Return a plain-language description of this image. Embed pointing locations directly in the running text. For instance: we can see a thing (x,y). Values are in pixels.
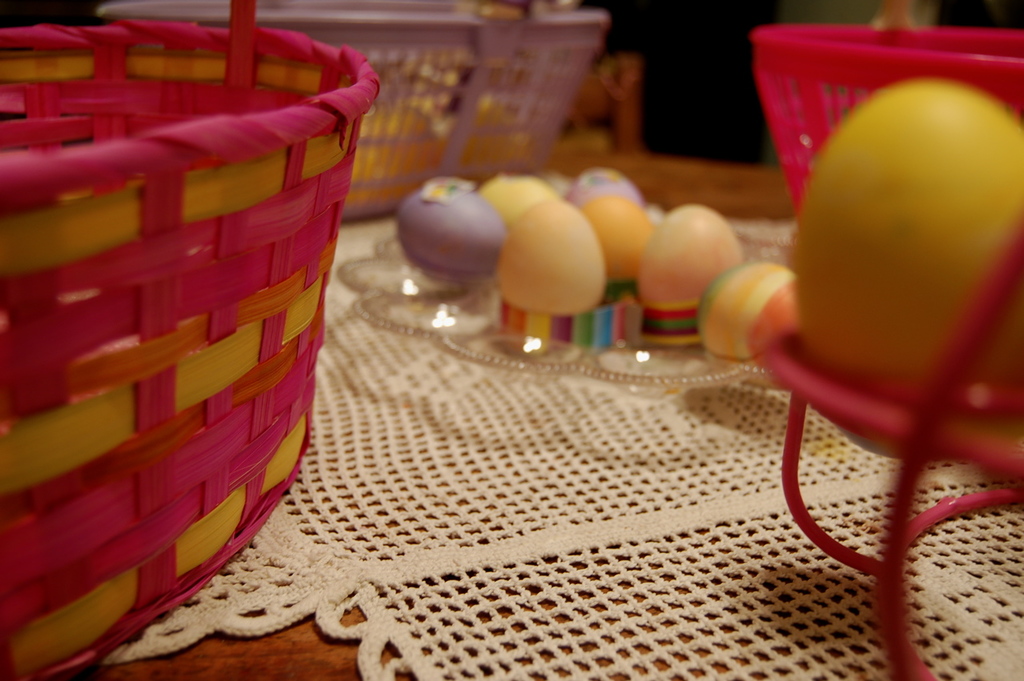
The picture consists of a table (499,562), on the table (454,351) there are baskets (920,68) and eggs (583,296). The table (447,428) is covered with mat (447,487). The background (665,41) is blurred.
